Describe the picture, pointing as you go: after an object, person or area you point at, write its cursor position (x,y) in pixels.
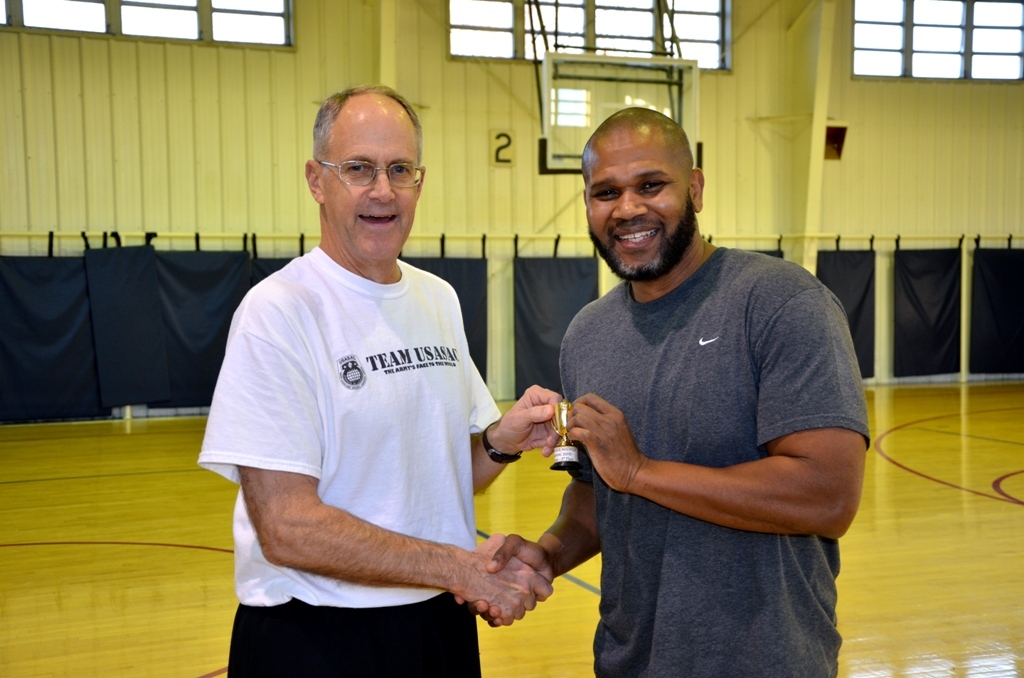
In this image we can see two persons (339,541) standing on the floor (918,510). One person (757,389) is holding a cup (558,456) in his hand (622,470). Other person (360,190) is wearing spectacles (411,177) and white t shirt (356,447). In the background (58,353) we can see black wall pads (456,279) and windows (860,71).
